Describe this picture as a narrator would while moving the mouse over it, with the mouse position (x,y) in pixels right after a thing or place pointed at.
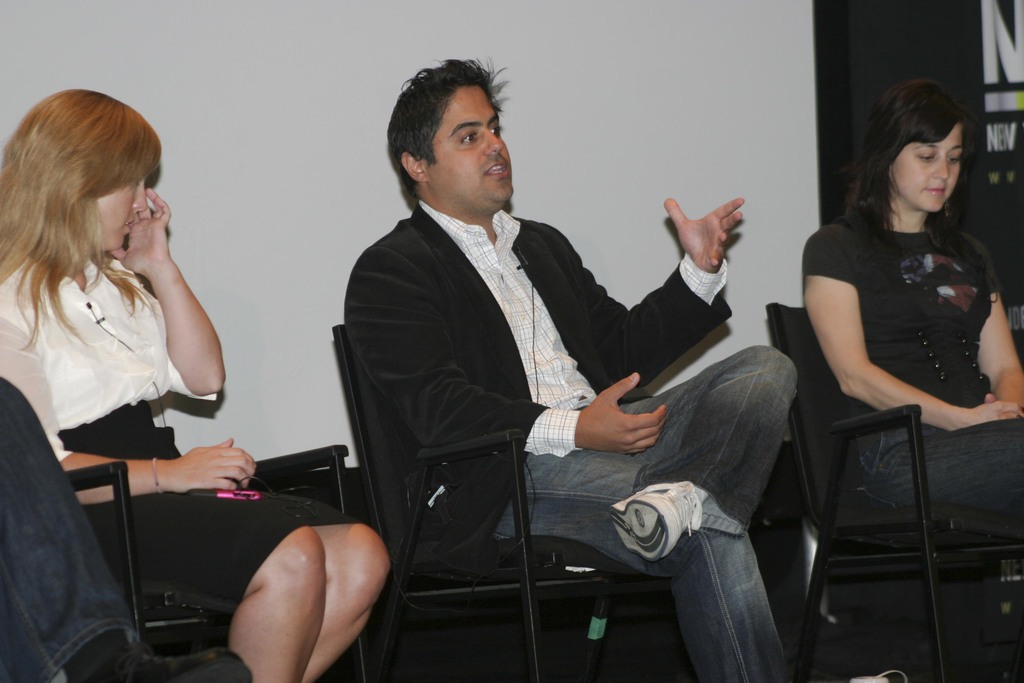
In this image I can see people (155,539) are sitting on chairs (405,539). Near that woman (104,229) there is an object (256,498). In the background of the image (739,244) there is a wall (735,158) and banner (898,26).
